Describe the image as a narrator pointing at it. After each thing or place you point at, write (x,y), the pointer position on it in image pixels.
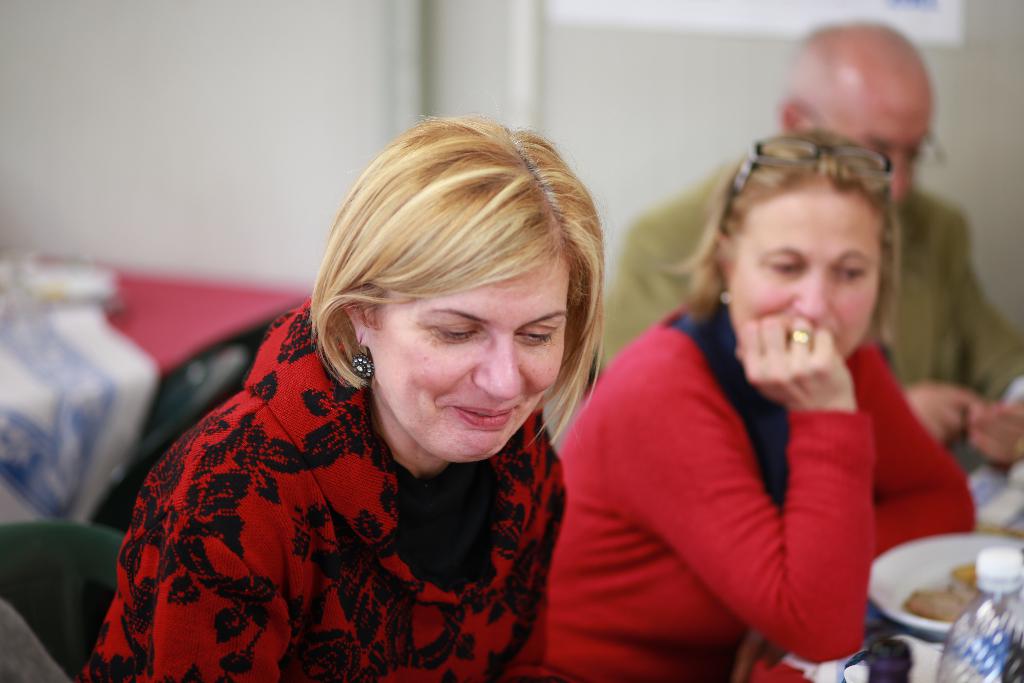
In this picture I can observe three members (646,378). Two of them are women (565,326) and one of them is a man (697,221). On the right side (986,593) I can observe a plate (974,560) and water bottle (956,621). In the background (431,107) there is a wall (290,115).
